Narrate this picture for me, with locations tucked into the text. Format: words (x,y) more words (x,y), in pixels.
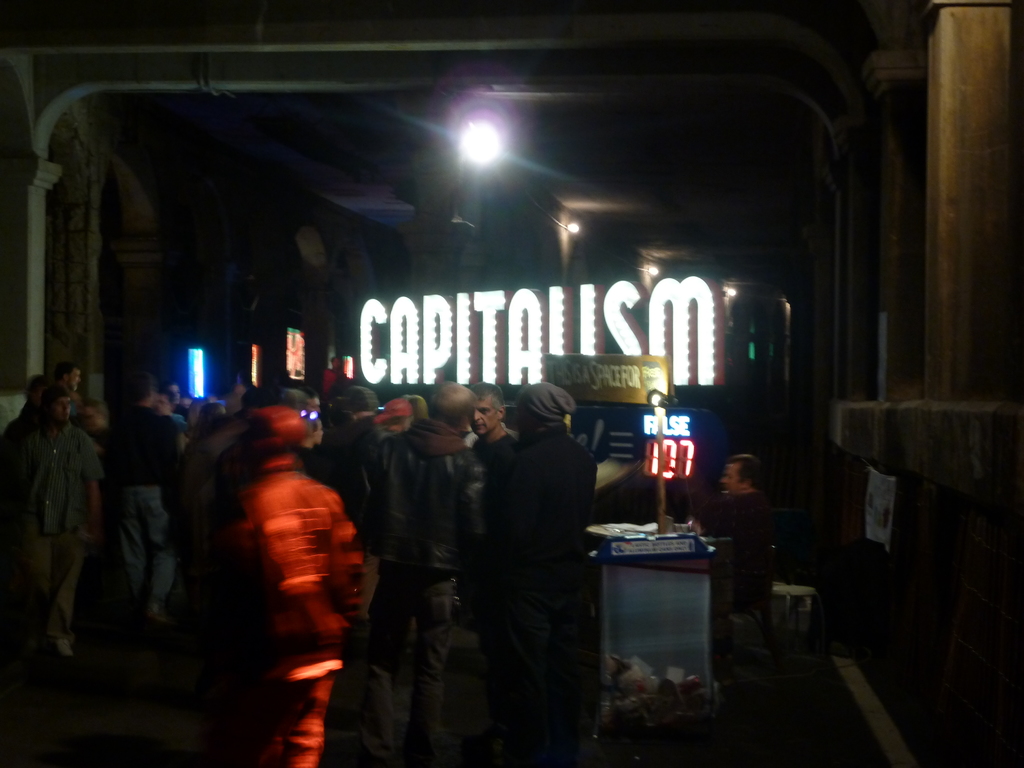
On the left side (284,435), there are persons (287,653) on the floor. On the right side (738,519), there is a person (738,519) sitting in front of a table (687,535), on which there are some objects (687,535). In the background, there are lights (474,136) arranged. And the background (862,361) is dark in color.
